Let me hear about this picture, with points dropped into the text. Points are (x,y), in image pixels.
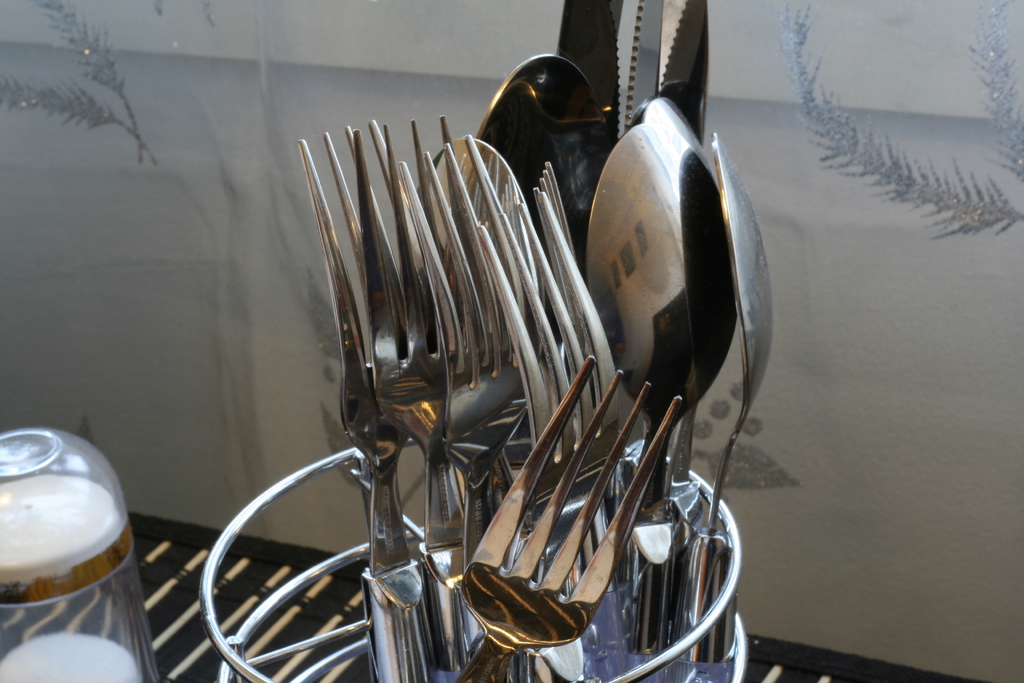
In this image we can see utensils (579,469). In the bottom left (38,552) we can see few objects (100,523). Behind the utensils (342,332) we can see a wall (291,175). On the wall (893,198) we can see the designs (893,198).
